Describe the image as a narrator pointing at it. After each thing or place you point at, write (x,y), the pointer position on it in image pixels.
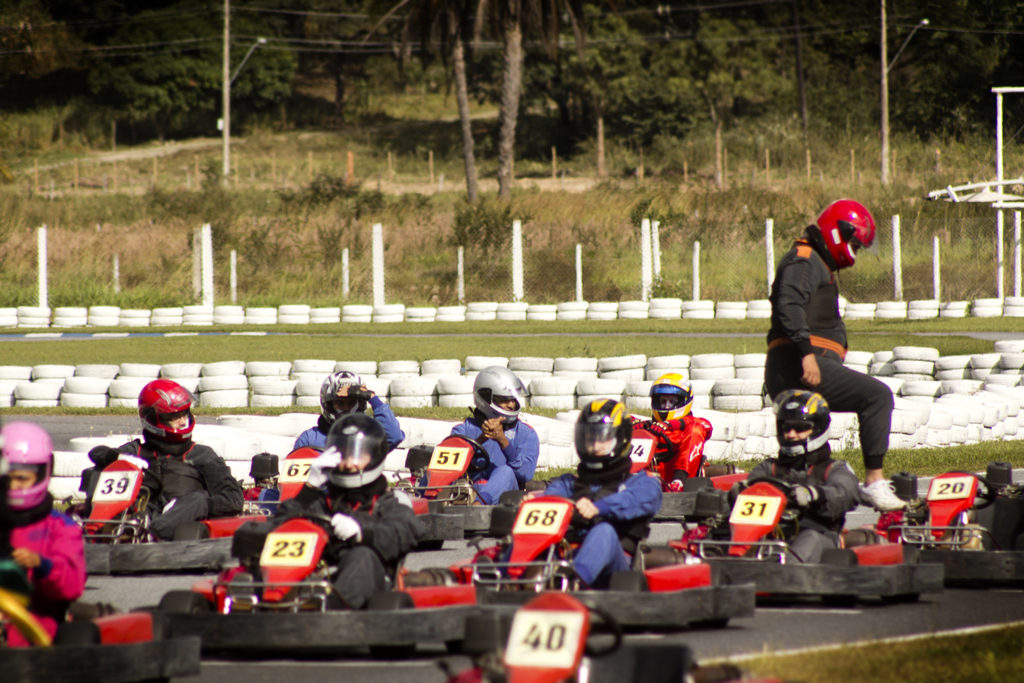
In this picture there are group of people (70,585) sitting on the vehicles (506,508) and there is a person (778,371) standing. At the back (969,101) there are trees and poles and there is a fence (716,245) and there are tyres (639,362). At the bottom (798,681) there is grass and there is a road (914,622).
